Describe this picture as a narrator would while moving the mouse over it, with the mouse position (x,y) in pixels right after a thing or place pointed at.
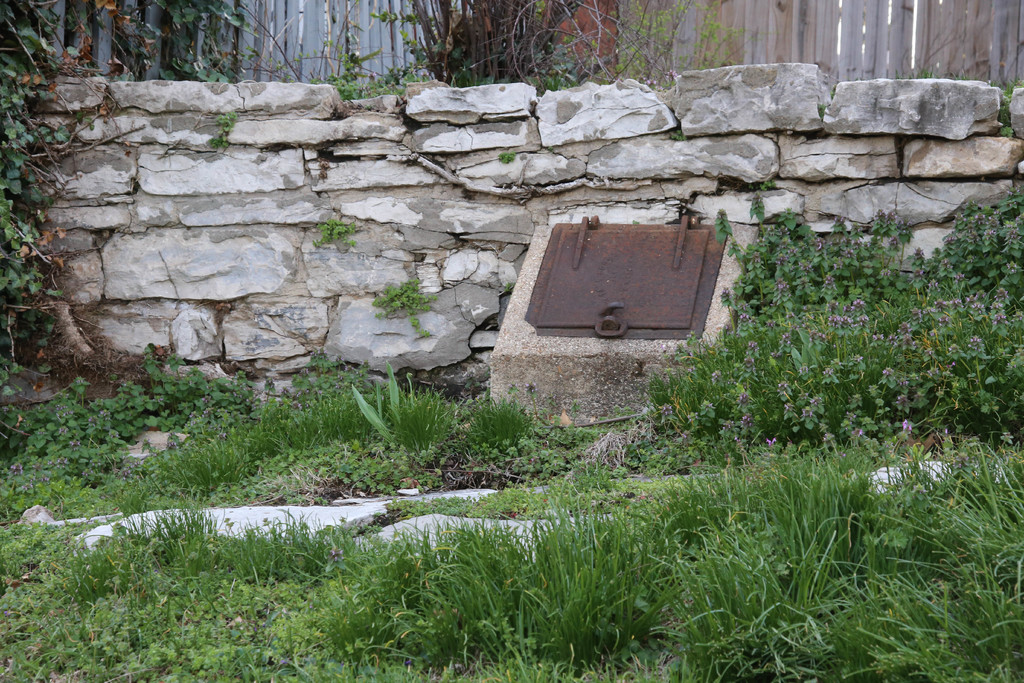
In this picture I can see there is grass (489,620), plants (252,630) and there is a fence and a wall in the backdrop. There are also few trees (22,85).
